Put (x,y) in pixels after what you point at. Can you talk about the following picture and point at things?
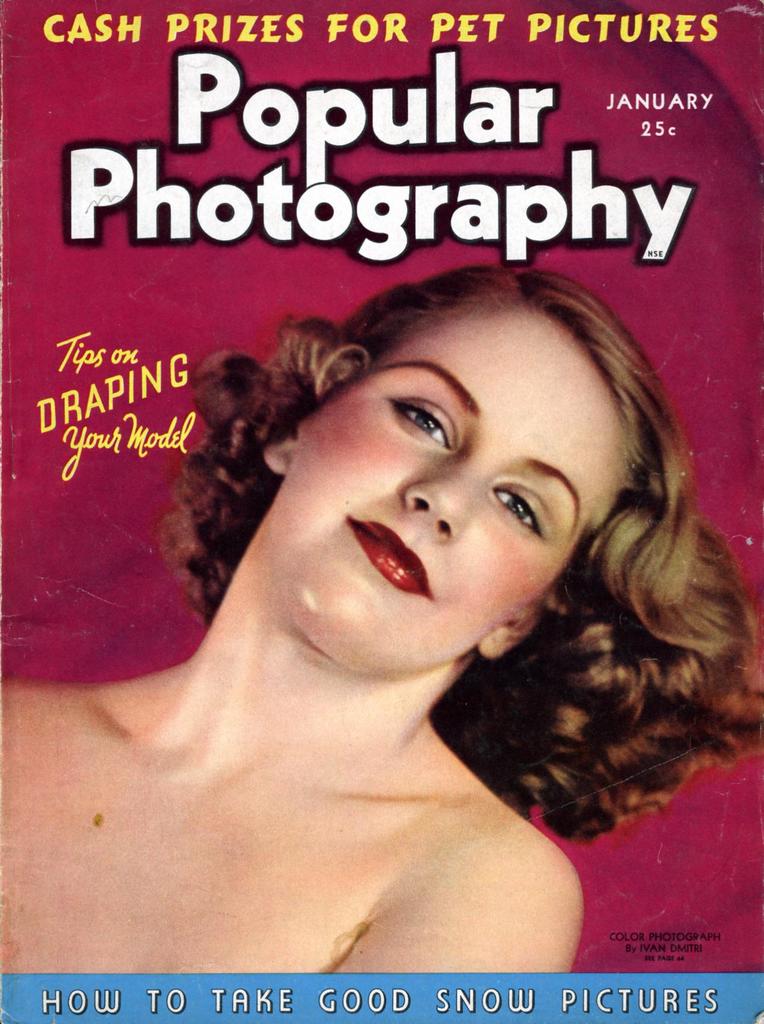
In this image we can see the picture of a woman (352,579). We can also see some text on this image.
